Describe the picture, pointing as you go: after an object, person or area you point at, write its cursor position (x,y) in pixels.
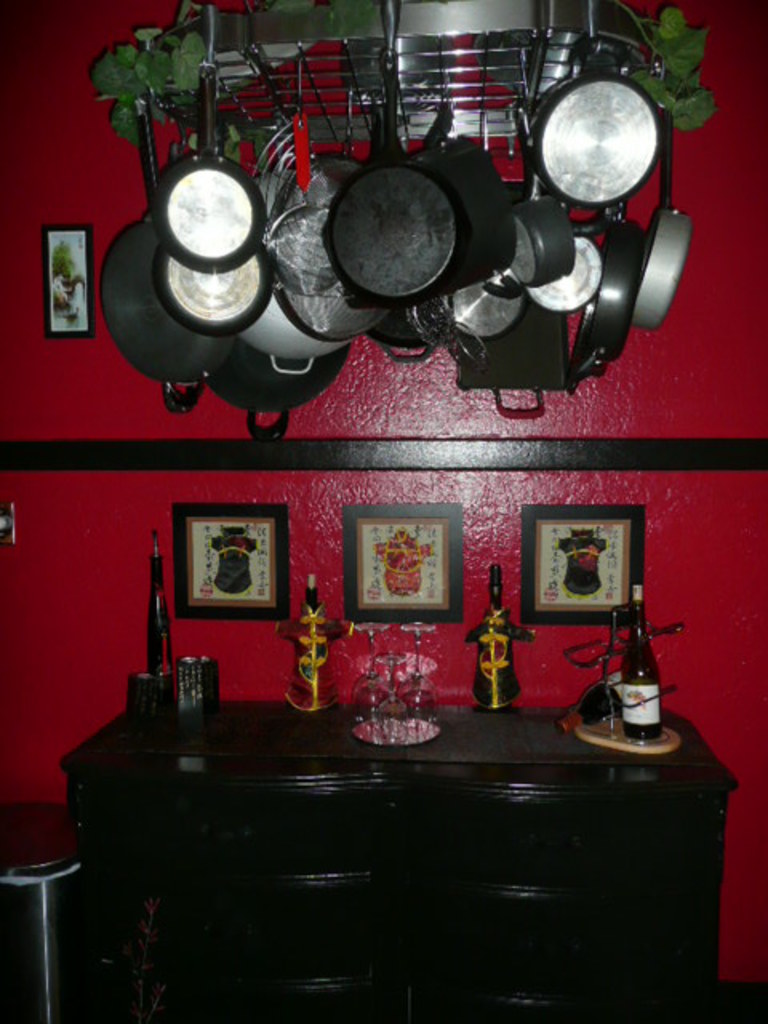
In this image few pans (572,288) are hanged. There is a plant (153,66) at the top of the image (700,94). Few picture frames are attached to the wall (340,685). There is a table (437,739) at the bottom of the image (428,881) having bottles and glasses (383,712) on it.
